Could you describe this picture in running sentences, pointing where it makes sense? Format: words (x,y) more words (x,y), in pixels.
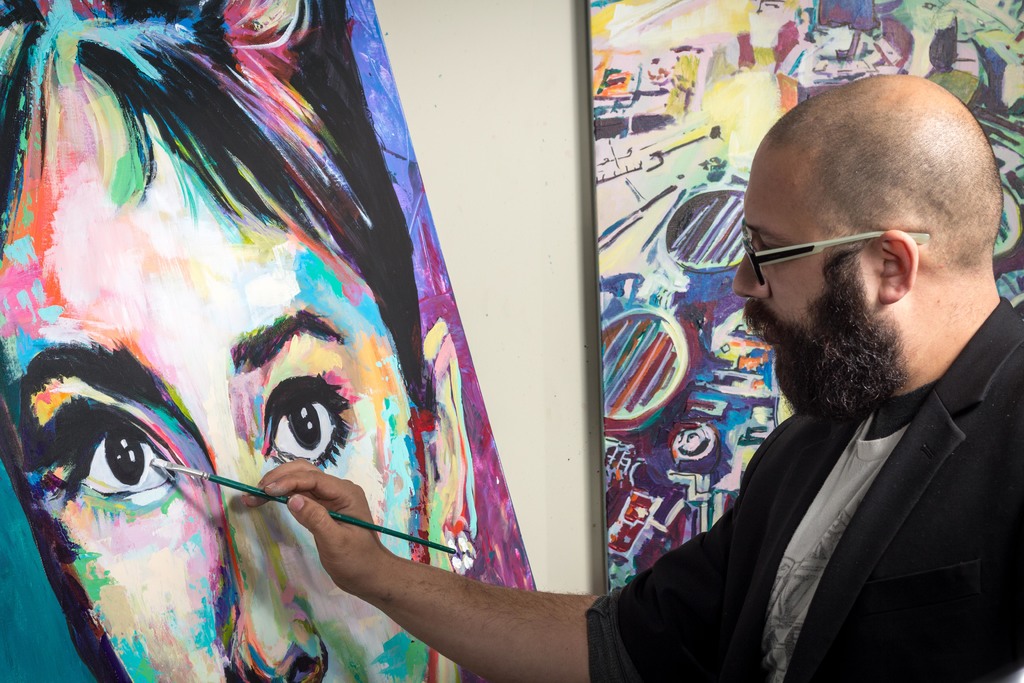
In this picture we can see a man (415,580) is holding a painting brush (393,535), there are two painting boards (681,201) in the middle (396,232), in the background (548,172) we can see a wall (533,114), there is a painting (347,323) of a person (302,291) on this board (194,372).
